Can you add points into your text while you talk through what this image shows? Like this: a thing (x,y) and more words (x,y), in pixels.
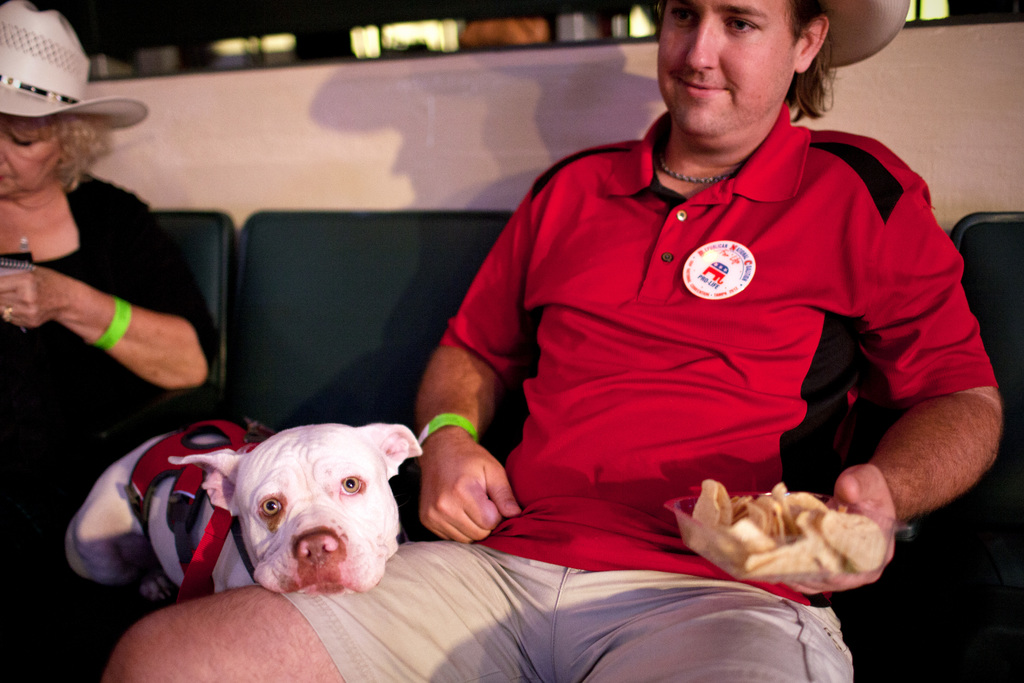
In this picture we can see a man (802,357) wearing a shirt (751,362), holding chips (811,524) which are in a box (805,574) in his hand (851,577). We can see one women (75,168) wearing a hat (42,81) and they both are sitting on a sofa (332,330). We can see one dog (317,538) here.
